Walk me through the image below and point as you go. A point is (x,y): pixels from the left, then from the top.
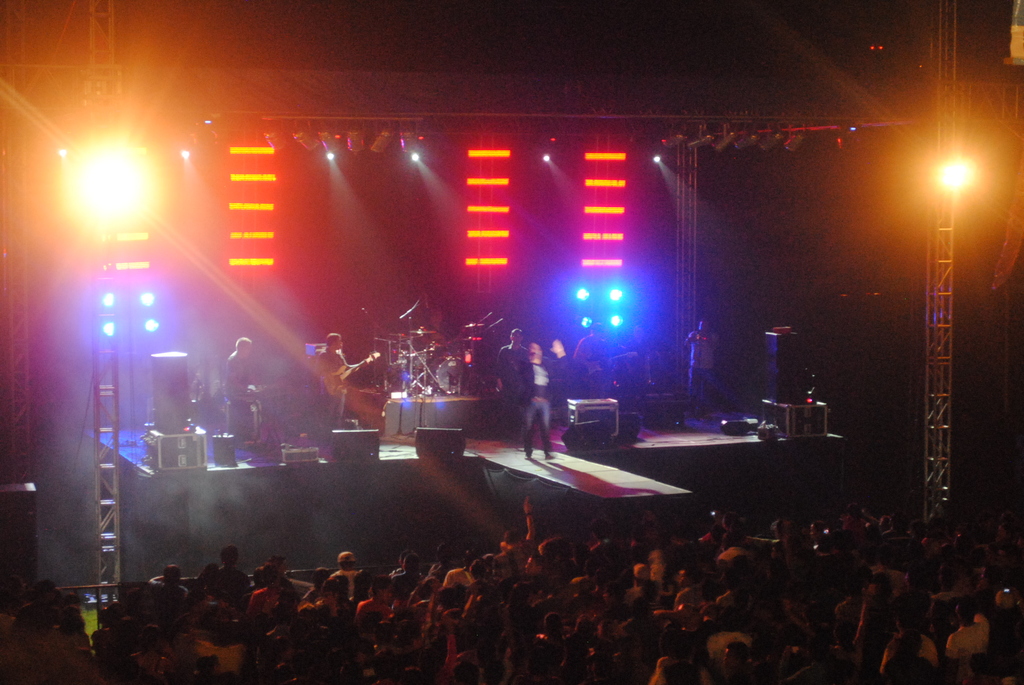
In this image there are many people (689,588) standing. In front of them there is a dais (408,472). There are a few musicians (236,379) standing on the dais (533,446). In the center (550,399) there is a person (544,409) standing and holding a microphone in his hand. There are microphones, speakers (350,440), boxes (191,444) and drums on the dais (397,478). In the background (443,223) there is a wall (415,225). There are spotlights (948,186) in the image. The image is dark.
